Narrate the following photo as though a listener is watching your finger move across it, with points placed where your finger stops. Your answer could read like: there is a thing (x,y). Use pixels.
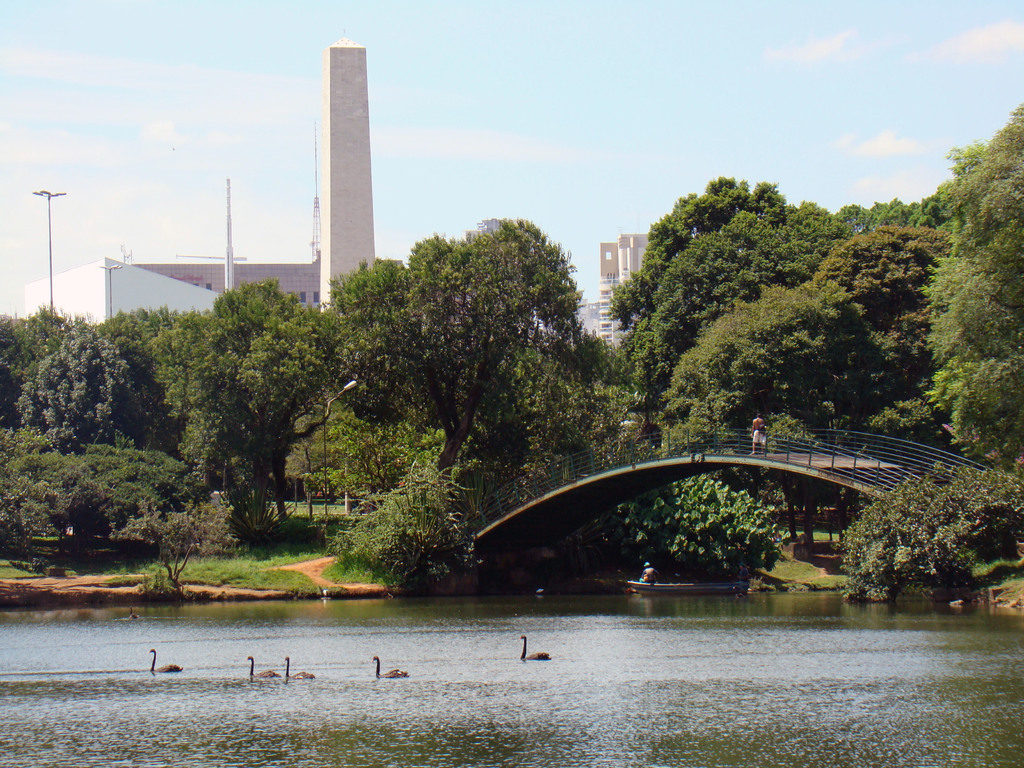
In this image few animals (166,672) are in water (325,633). A person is sitting in the boat (638,584). A person (760,424) is standing on the bridge (758,461) which is over the water (537,602). Background (978,363) there are few trees (451,295). Behind it there are few buildings (147,280). Top of the image (558,116) there is sky (571,220).
